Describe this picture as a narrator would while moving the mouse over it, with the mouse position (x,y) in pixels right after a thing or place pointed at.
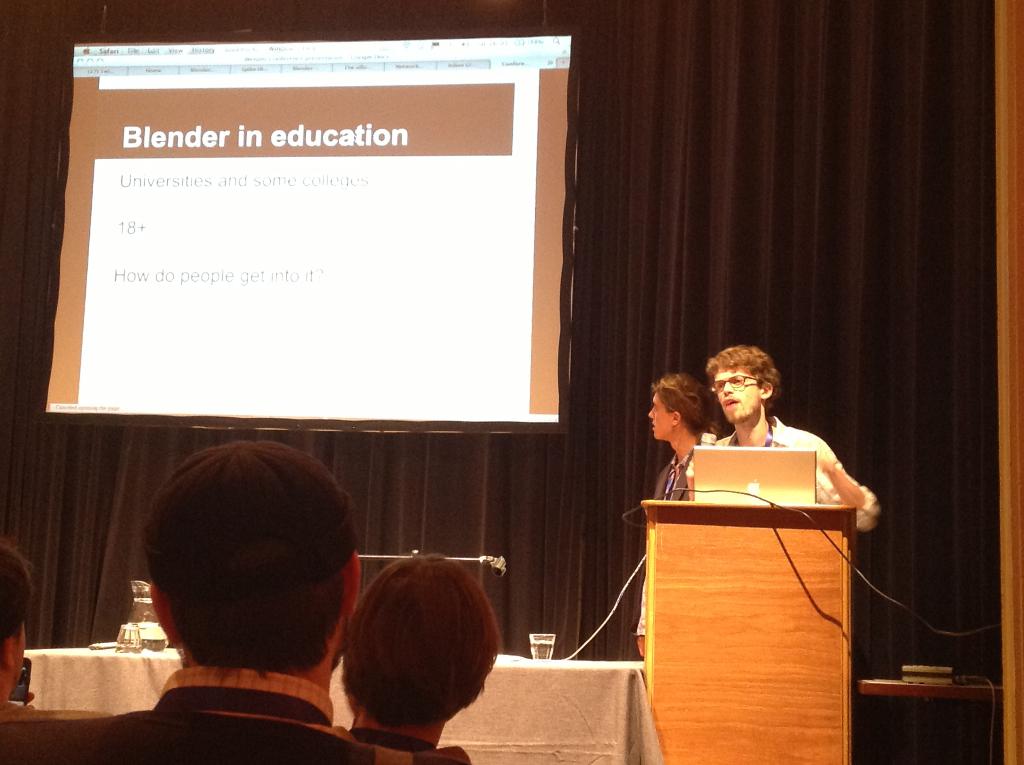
As we can see in the image there are curtains (53,80), screen (338,132), few people (186,593) here and there, table (622,678), laptop (732,480) and mic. On table (511,712) there are glasses (546,636).
